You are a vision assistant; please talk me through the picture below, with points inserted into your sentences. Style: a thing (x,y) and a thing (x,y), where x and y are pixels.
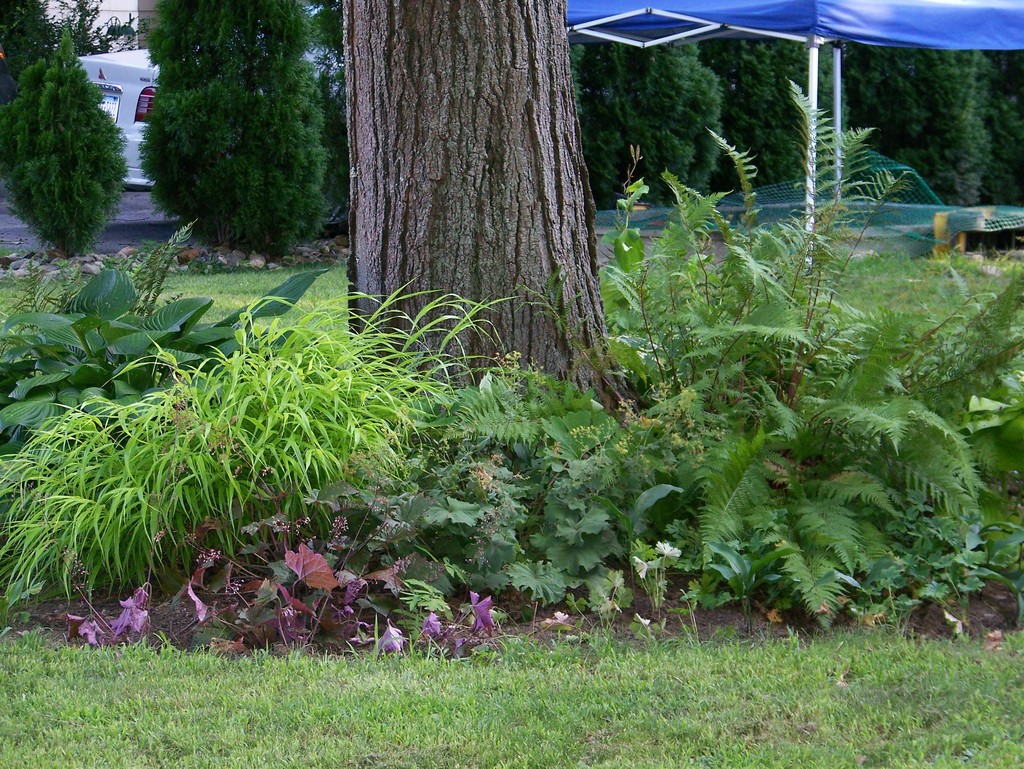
In this image, I can see the plants (166,373), a tree trunk (495,261), trees (195,111) and grass (687,750). At the top right side of the image (715,24), I can see a tent (816,28) with poles (814,68). At the top left side of the image (152,78), there is a vehicle (143,104) behind the trees (220,141).
